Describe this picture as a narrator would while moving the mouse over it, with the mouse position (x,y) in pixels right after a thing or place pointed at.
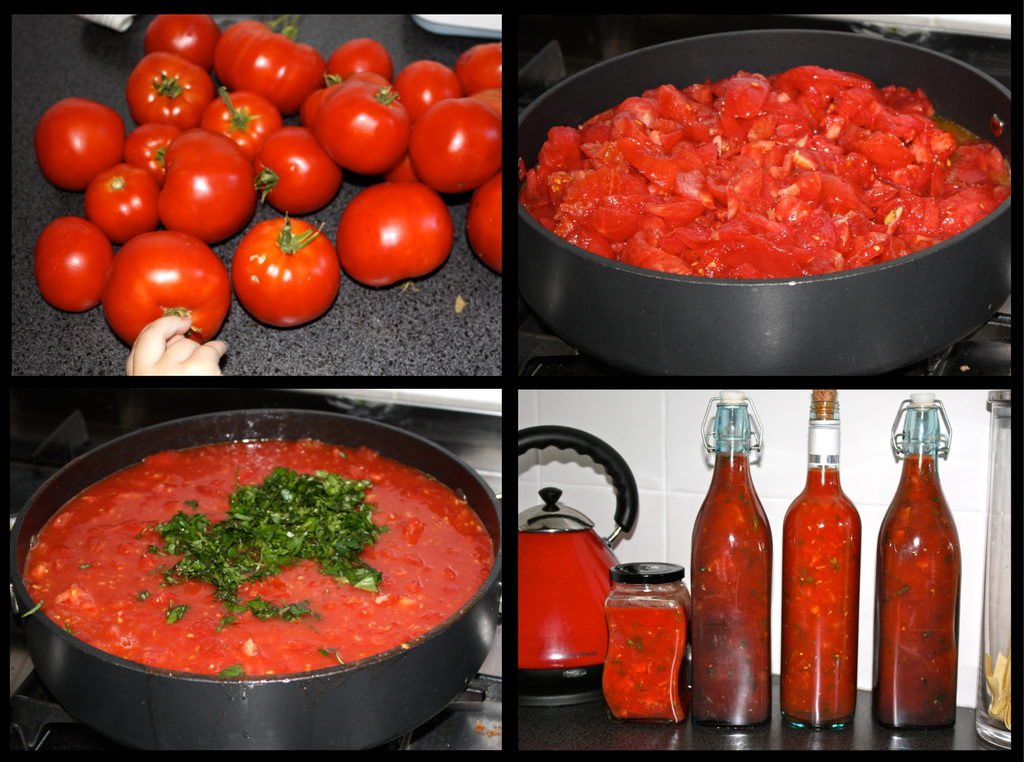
A collage picture. In this picture we can able to see tomatoes (204,146). A recipe (341,451) in a bowl (430,665). Teapot (562,597), jar (642,615) and bottles (740,715) on this table (659,750). In this container (857,313) there are smashed tomatoes (857,148).
